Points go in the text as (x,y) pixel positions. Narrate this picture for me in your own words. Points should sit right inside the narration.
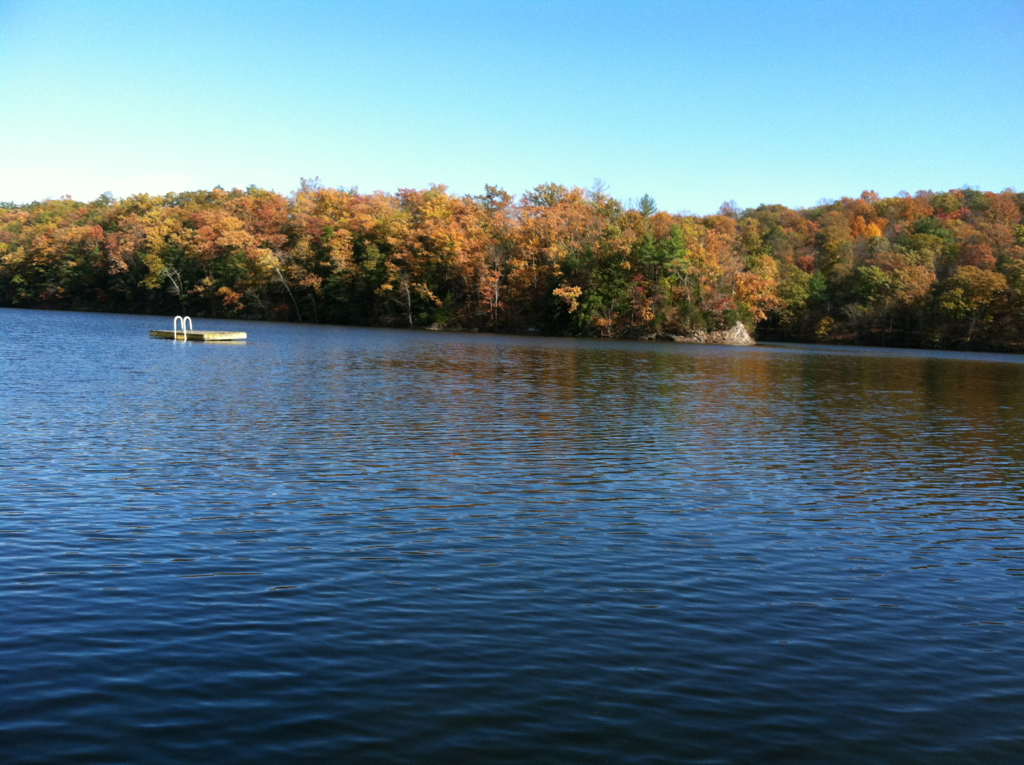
In this picture we can see an object (160,331) in the water (178,346). There are a few trees (402,268) visible in the background (485,218). Sky (519,134) is blue in color.
